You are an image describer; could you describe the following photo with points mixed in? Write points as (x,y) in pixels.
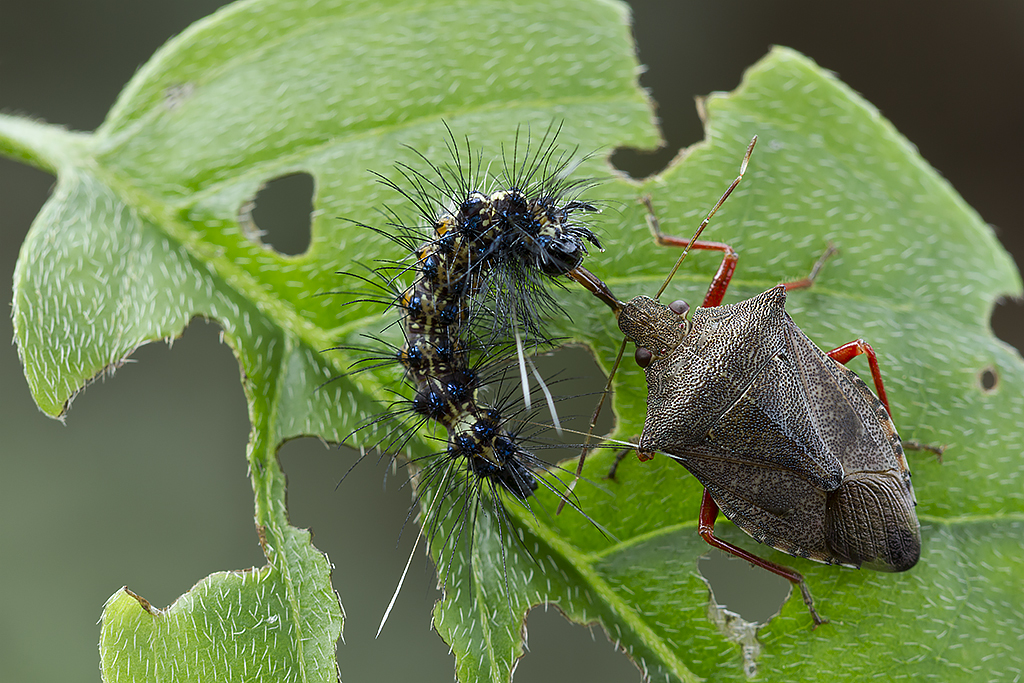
In this image there are insects (866,402) on the leaf (142,165) and the background of the image (129,478) is blur.
